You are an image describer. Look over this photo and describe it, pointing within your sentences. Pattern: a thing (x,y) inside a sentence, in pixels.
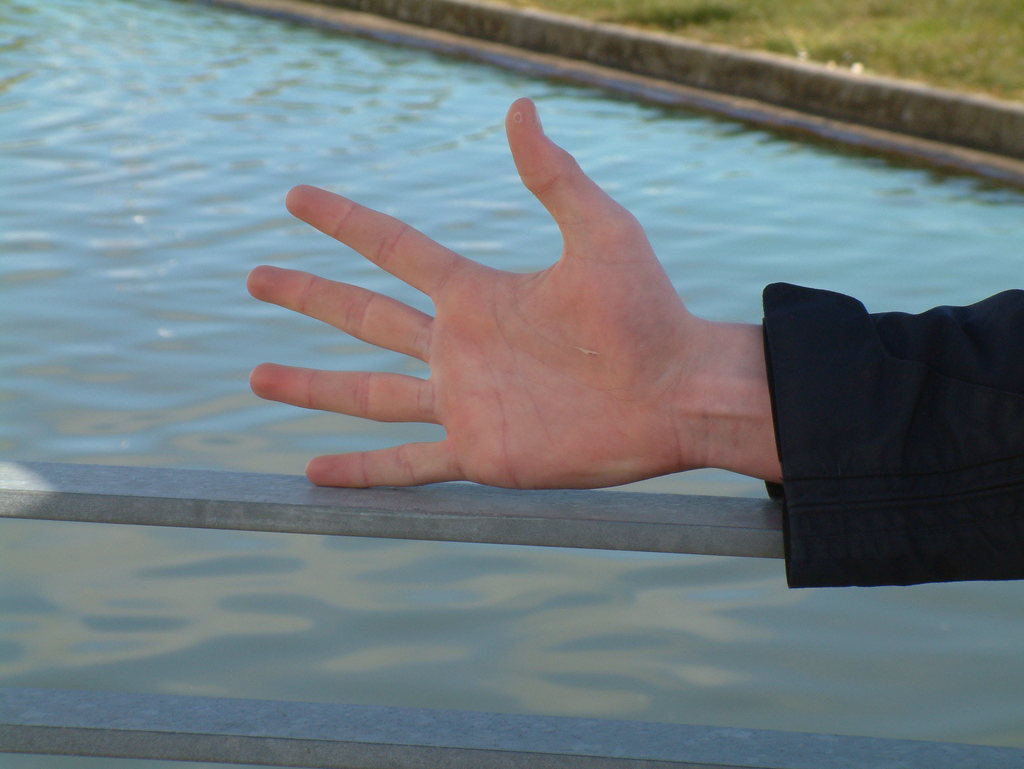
In this image we can see a person's hand (681,342). In the background (170,127), we can see water (784,667) and metal rods (382,752).
